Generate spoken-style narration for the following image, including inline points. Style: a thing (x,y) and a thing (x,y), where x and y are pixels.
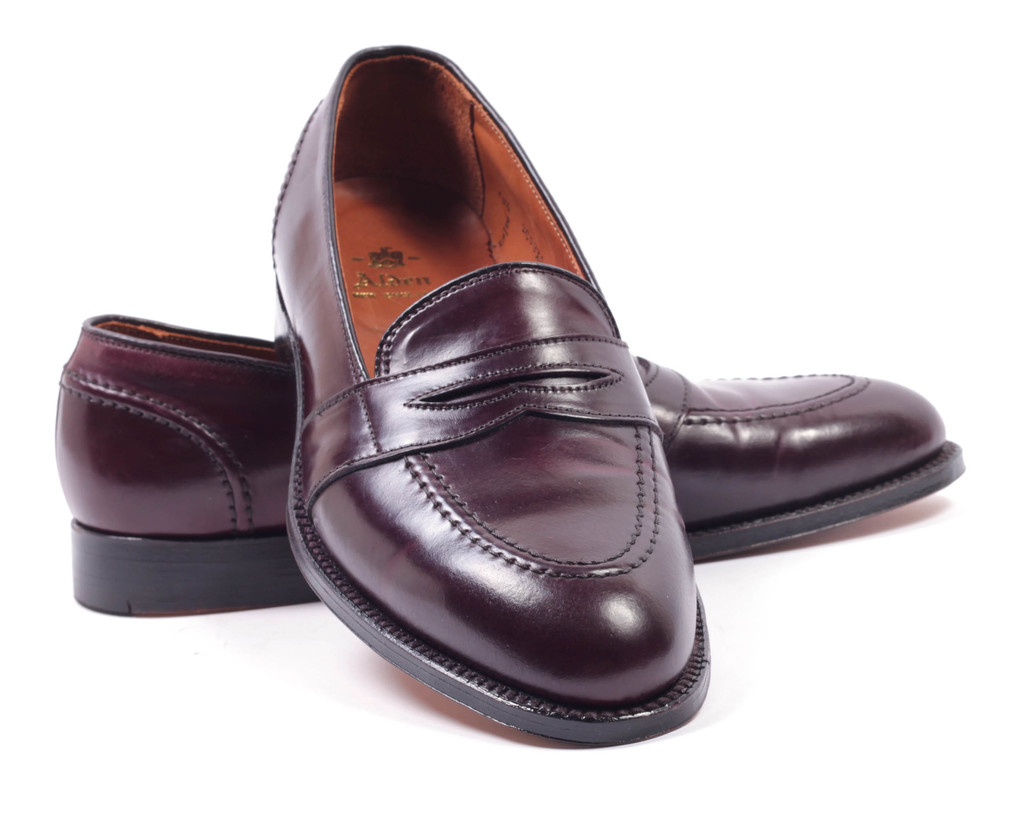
The picture consists of a pair of shoes (869,404) on a white surface (123,758).
